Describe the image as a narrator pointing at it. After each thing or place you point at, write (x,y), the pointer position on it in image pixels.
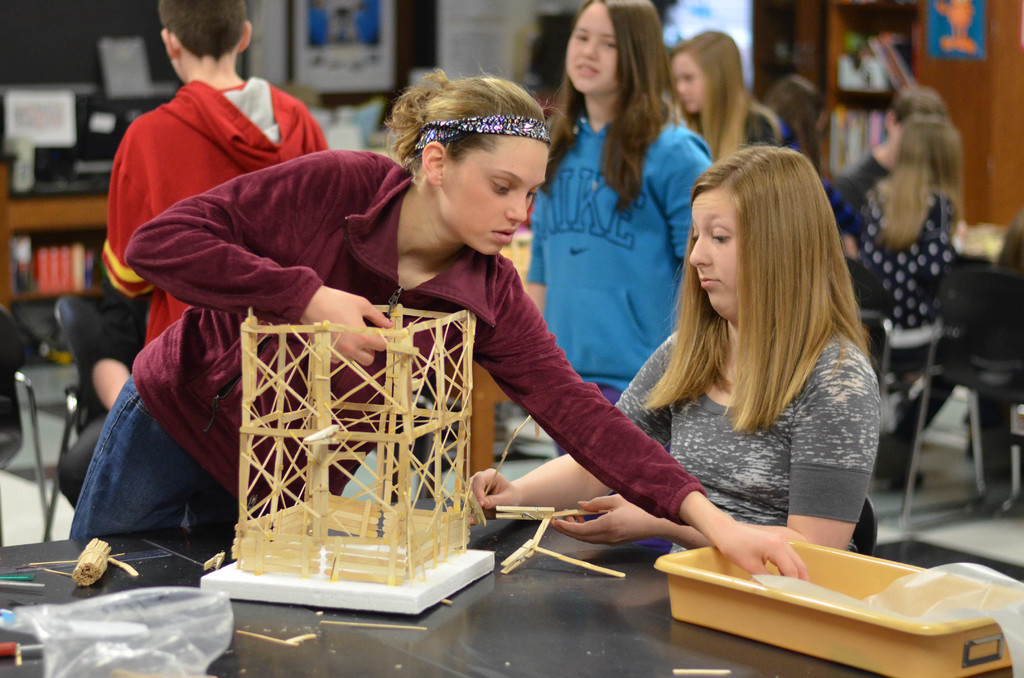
In this picture there is a inside view on the classroom (191,318). In the front (200,283) we can see a girl (306,233) wearing red color t-shirt (309,300), holding a wooden stick building (386,465). Beside there is a another girl (762,447) sitting and looking to her. Behind there some boys (174,113) and girls (678,179) and a wooden rack (850,101) full of books (852,116) In the background (363,50) there is a wall (274,52) with hanging photo frame (390,47).
